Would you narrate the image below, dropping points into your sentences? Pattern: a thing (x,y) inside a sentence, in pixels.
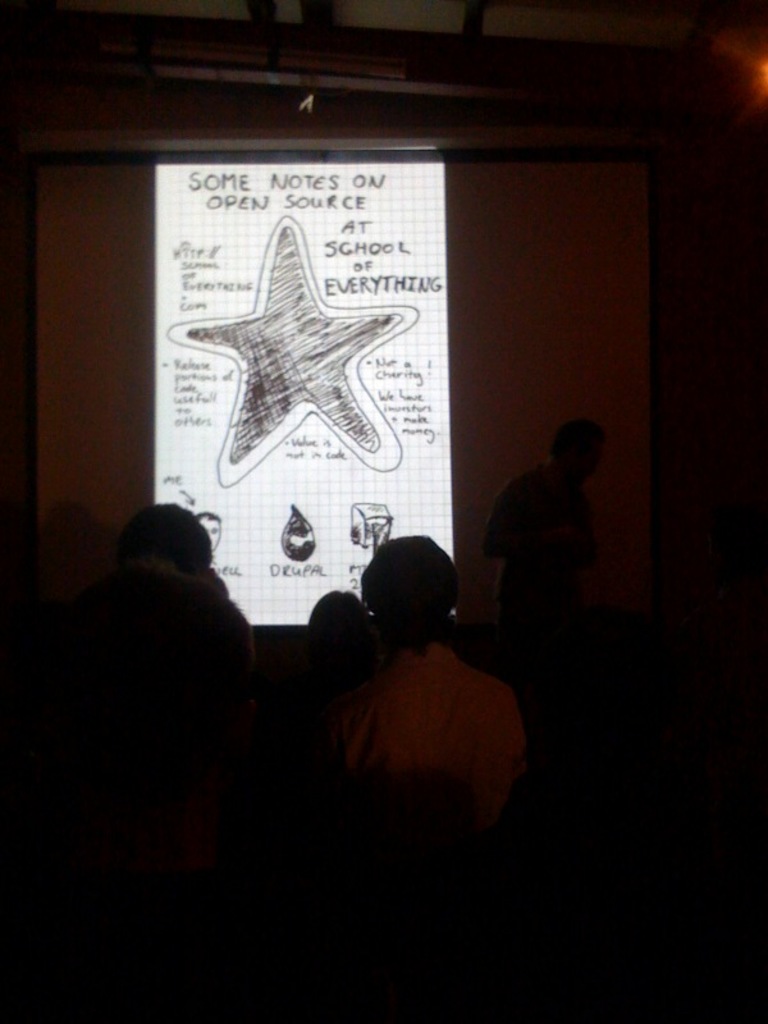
At the bottom (399,742) I can see few people (349,786) in the dark. In the background (349,247) there is a screen (252,391) on which I can see some text (377,285).
